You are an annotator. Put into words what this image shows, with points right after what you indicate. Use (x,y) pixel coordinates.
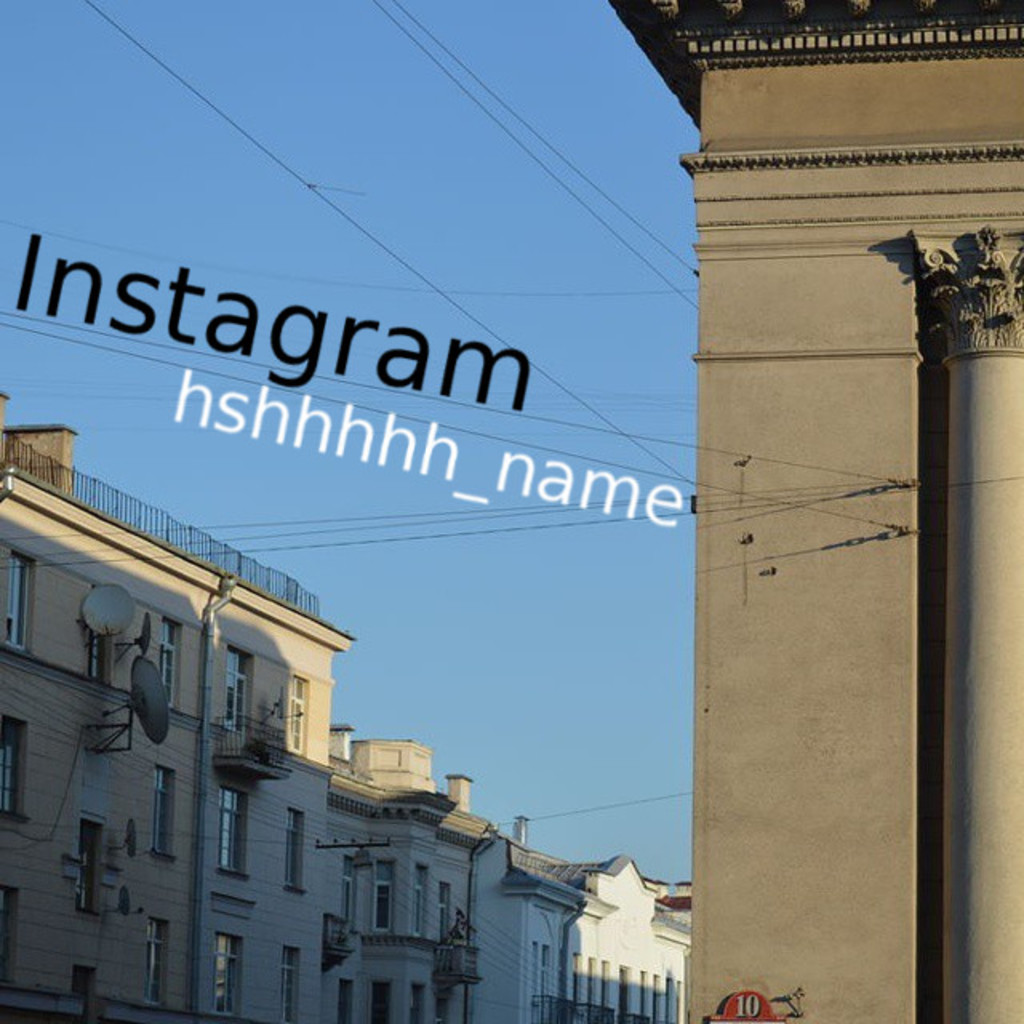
On the left (130,889) we can see buildings (228,909), antennas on the wall (65,596), windows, fences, electric wire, poles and on the right (846,204) we can see a wall (834,515) and a pillar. In the background (216,305) we can see electric wires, sky (381,41) and text (203,393) written on the image.
